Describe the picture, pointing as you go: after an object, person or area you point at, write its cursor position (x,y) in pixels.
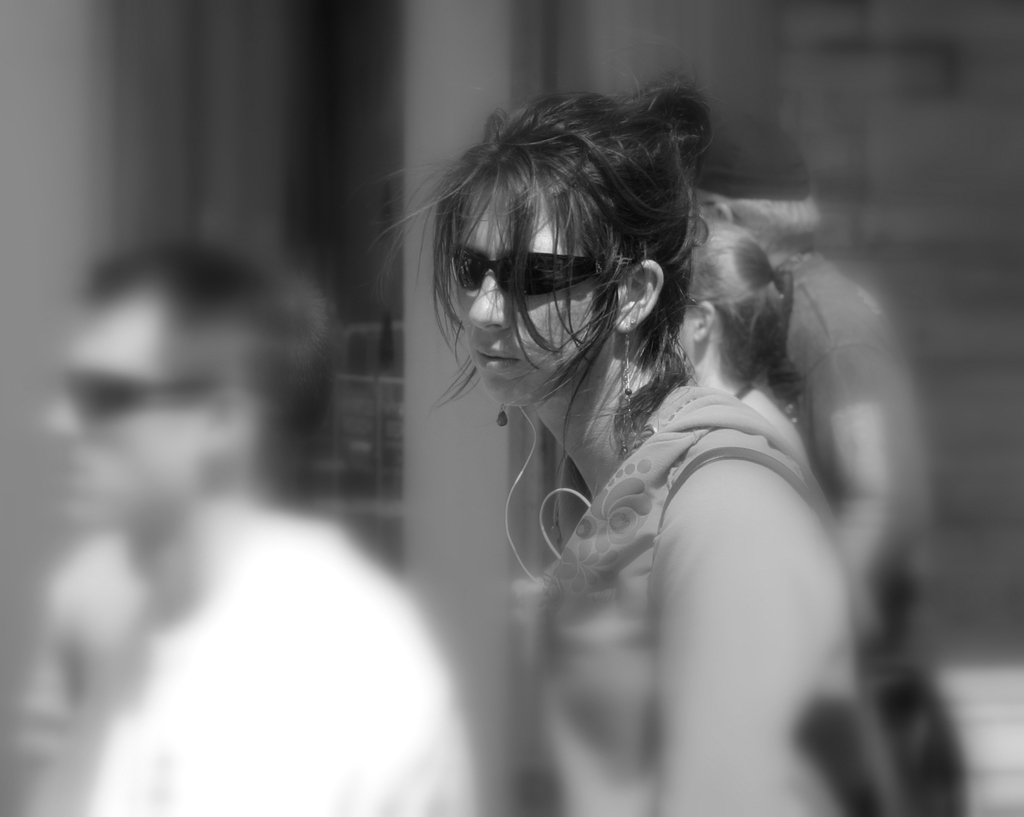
In this image we can see people (816,521). The lady (691,661) standing in the center (468,280) is wearing glasses (549,284). In the background (468,105) there is a wall (431,150) and a window (342,389).
